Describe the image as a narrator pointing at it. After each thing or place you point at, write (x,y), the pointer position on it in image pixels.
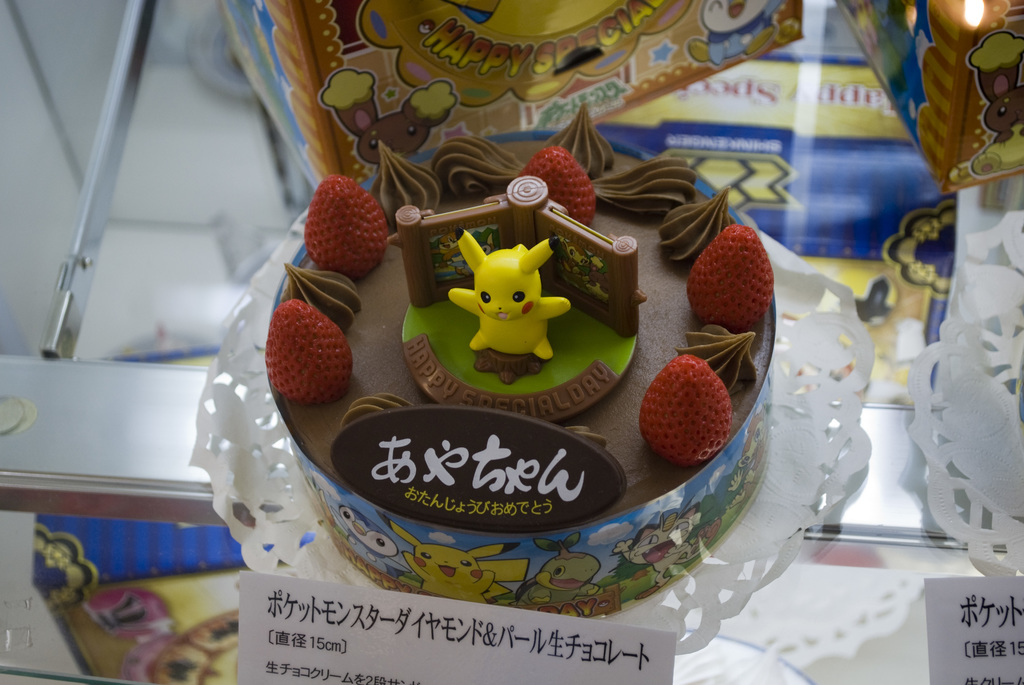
In this picture we can see the chocolate cake (422,493) in the front (583,453) with strawberries (715,307) and yellow toy (482,317) on the top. Behind there is a yellow color box (460,89).
